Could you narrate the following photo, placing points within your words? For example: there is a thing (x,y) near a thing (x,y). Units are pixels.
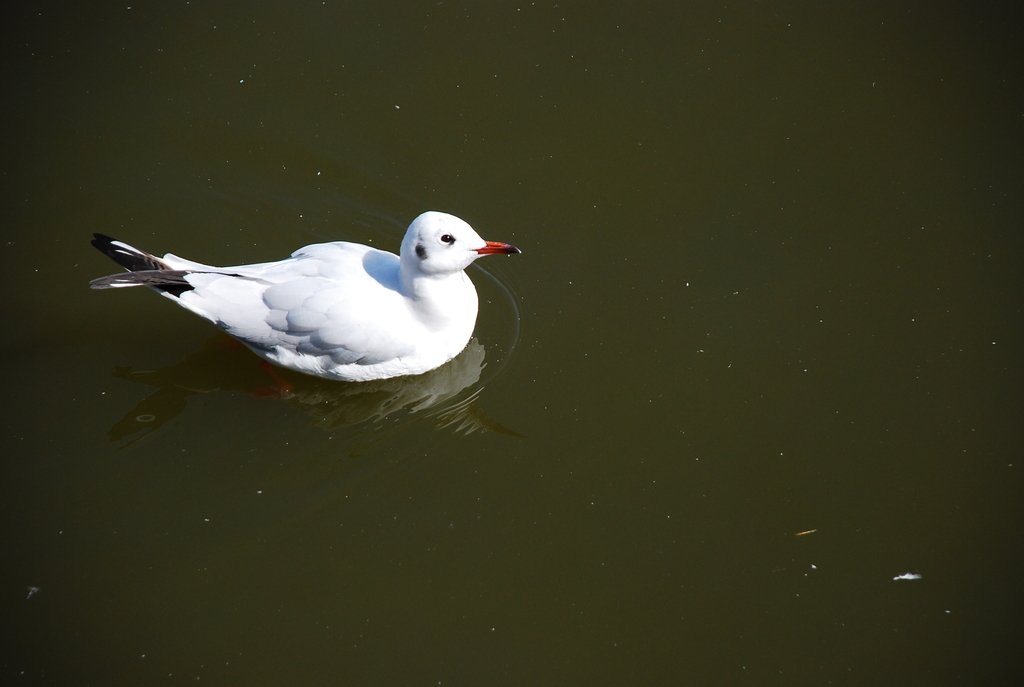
In this image there is a white colored gull (395,309) in the water (409,582).
